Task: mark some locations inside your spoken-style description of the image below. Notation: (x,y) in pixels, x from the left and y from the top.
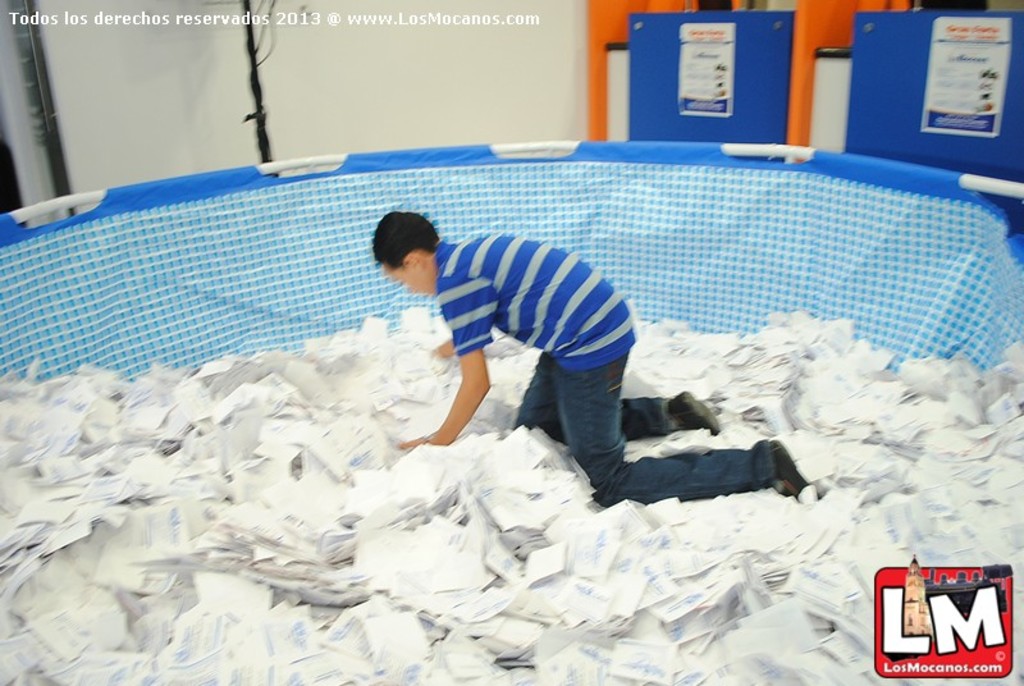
In this image, we can see a big basket (653,221). In that there are so many papers (392,531). Here a person (597,477) is knee down. Background (499,106) there is a wall (425,106), some stand (250,36) with wires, boards (668,53), posters (686,75) we can see. Top of the image (484,20), we can see a watermark (256,17). Right side (970,610) bottom, there is a logo (923,634) in the image.
